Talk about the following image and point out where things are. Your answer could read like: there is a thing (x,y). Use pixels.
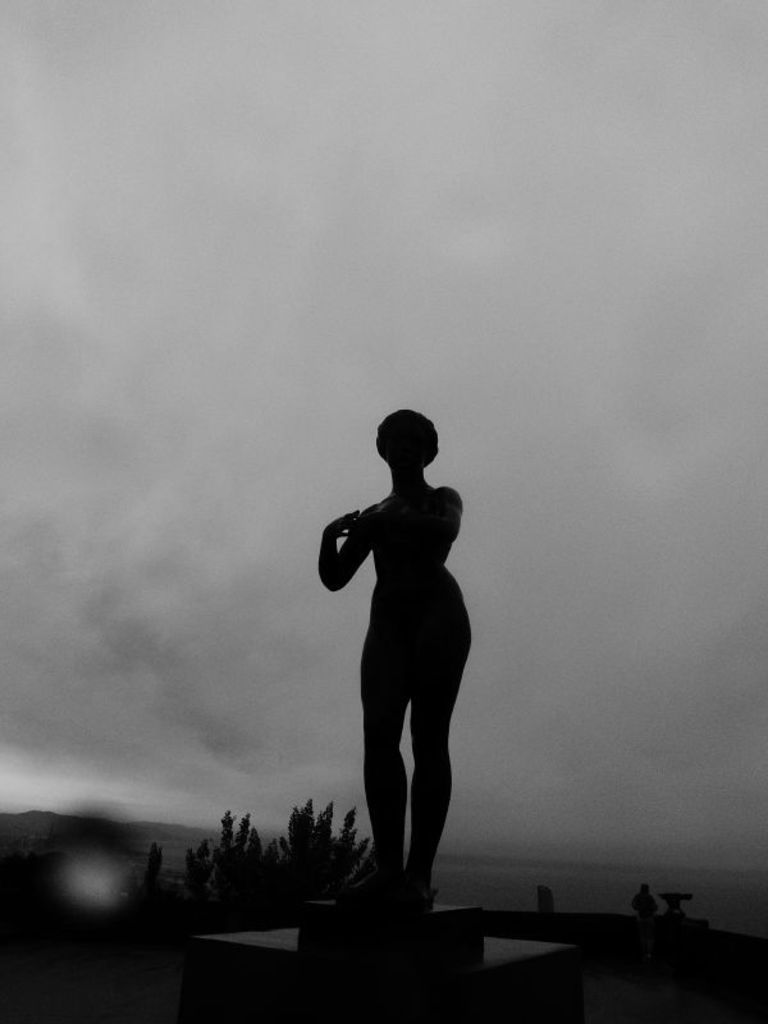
In the foreground of this black and white image, there is a sculpture (428,910). In the background (352,832), it seems like a plant (279,848) and the cloud (349,222) on the top (349,222).
